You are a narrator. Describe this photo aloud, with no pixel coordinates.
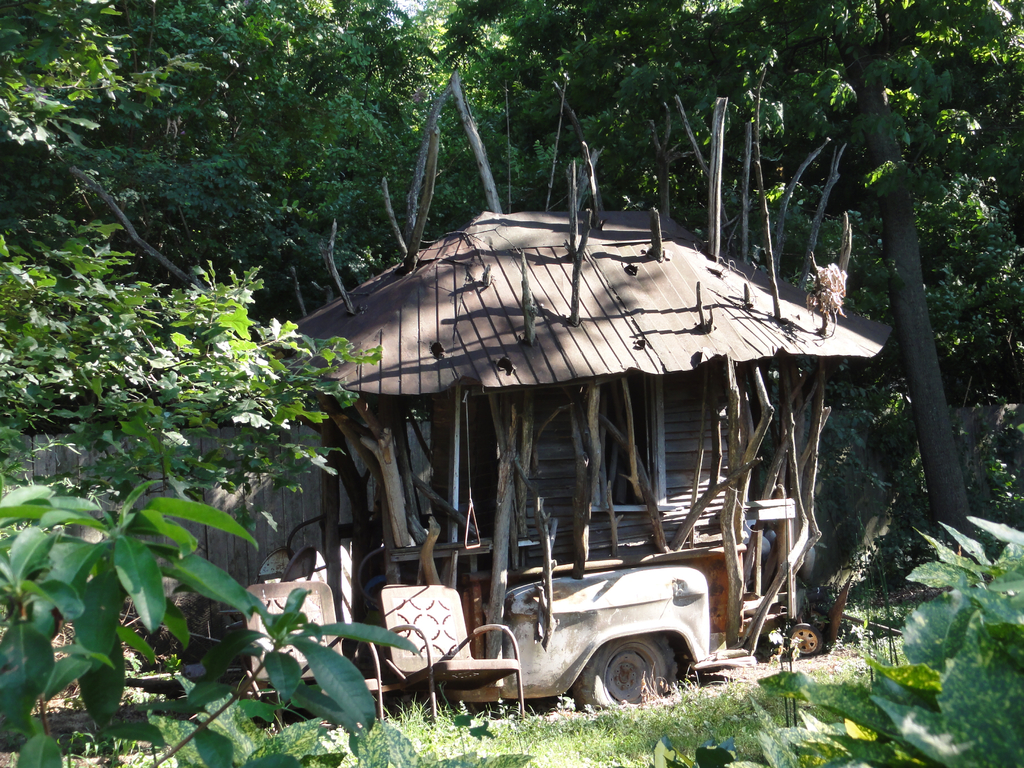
In this picture we can see chairs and a shed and in the background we can see trees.
